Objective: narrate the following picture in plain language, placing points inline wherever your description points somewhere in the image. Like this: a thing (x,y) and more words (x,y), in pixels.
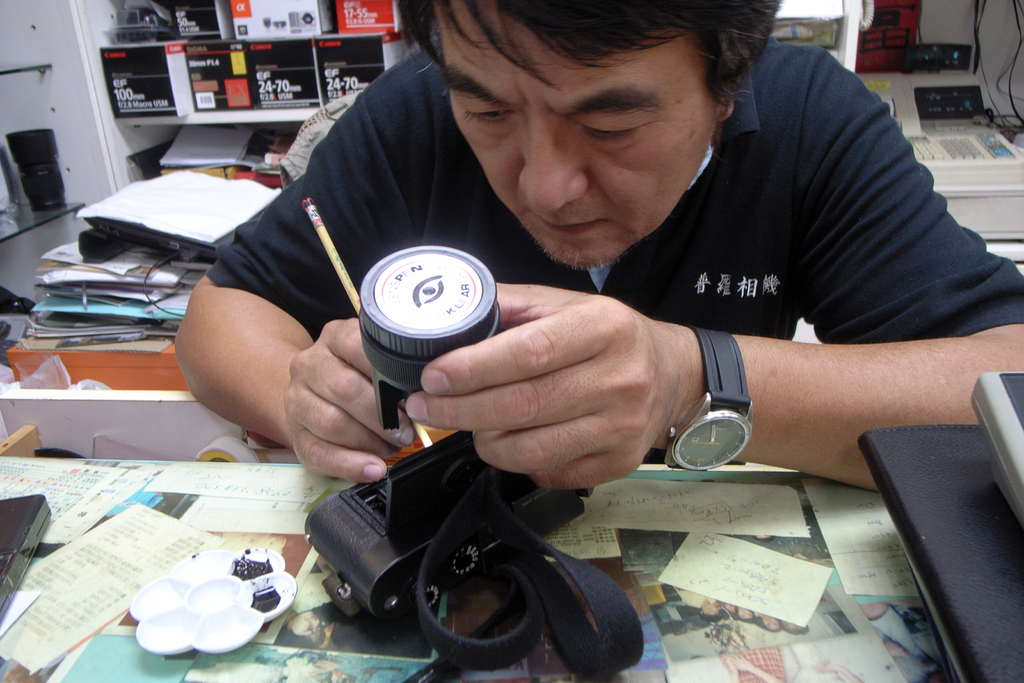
In this image we can see a person (433,371) sitting on a chair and holding an object (386,349), in front of him there is a table (737,484). On the table (694,606) there are few objects (200,588). In the back of the person (809,151) there is a machine (963,169), files (100,290) and some boxes (213,86) are arranged in a rack (238,111).
